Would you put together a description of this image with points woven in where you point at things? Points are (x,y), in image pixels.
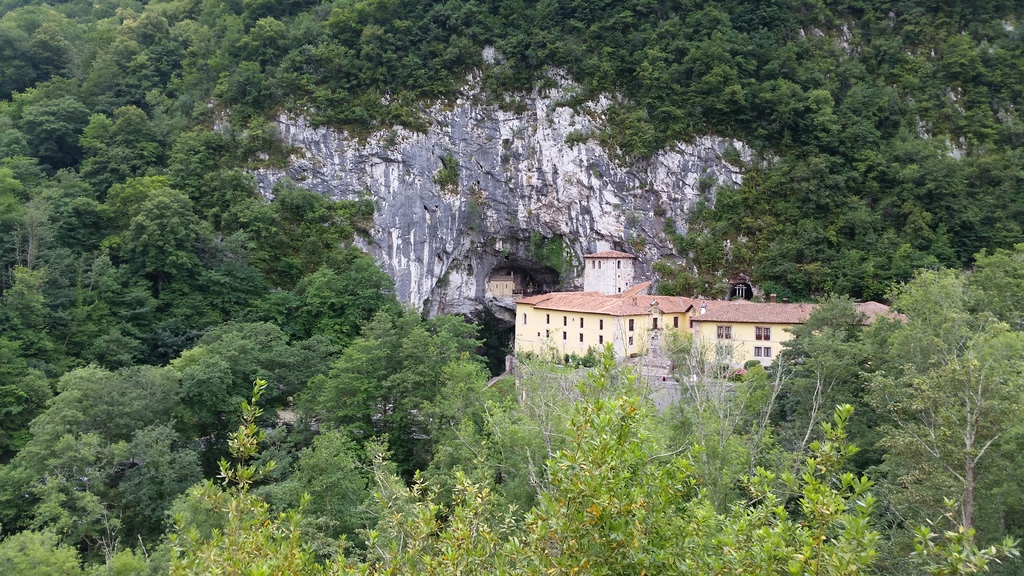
In this image I can see few buildings (658,317) in light yellow color. Background (87,101) I can see trees (465,358) in green color.
